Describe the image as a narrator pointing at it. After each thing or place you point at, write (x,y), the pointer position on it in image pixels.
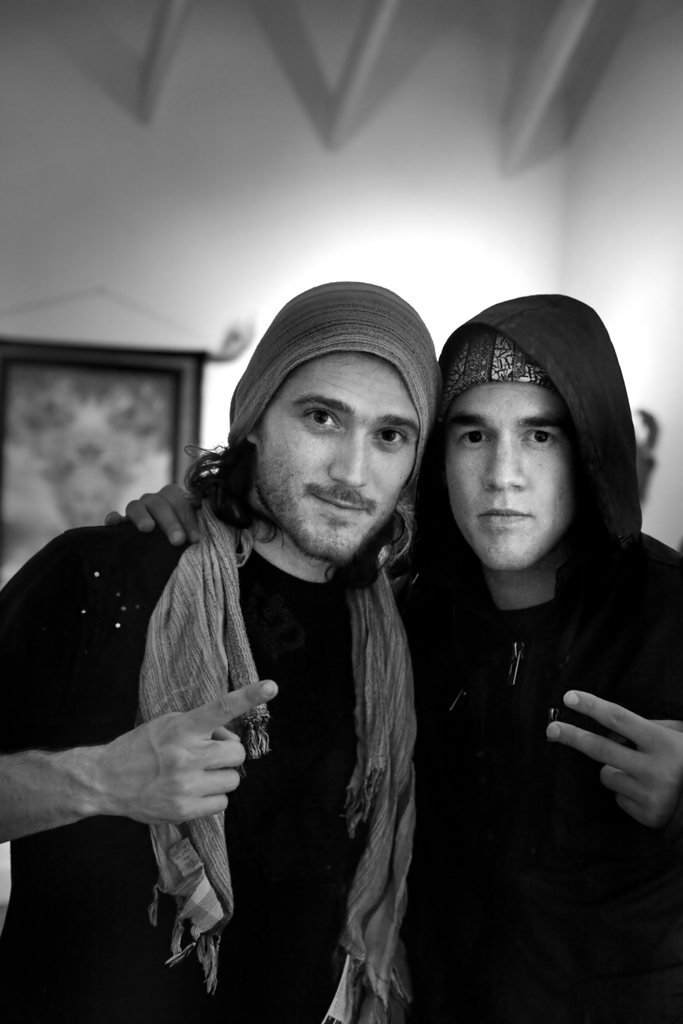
In this image we can see two people (361,754) standing. On the backside (157,426) we can see a photo frame (65,441) on the wall (46,319).
